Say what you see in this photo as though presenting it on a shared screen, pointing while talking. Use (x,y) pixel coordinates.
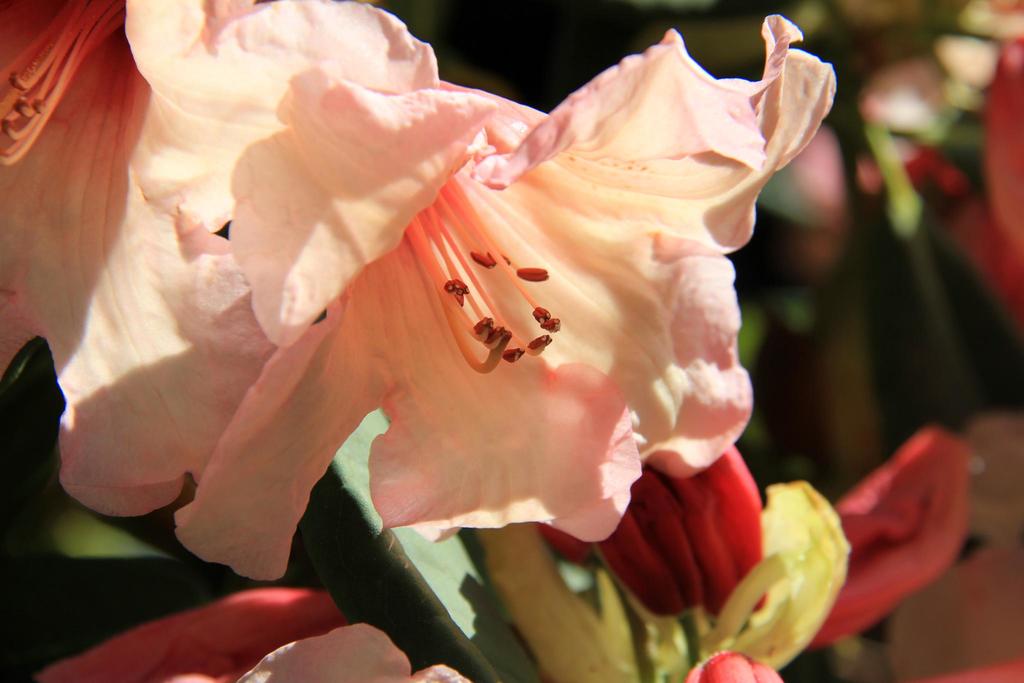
In the image there are few flowers (267,171) and the background of the flowers (392,84) is blur.
